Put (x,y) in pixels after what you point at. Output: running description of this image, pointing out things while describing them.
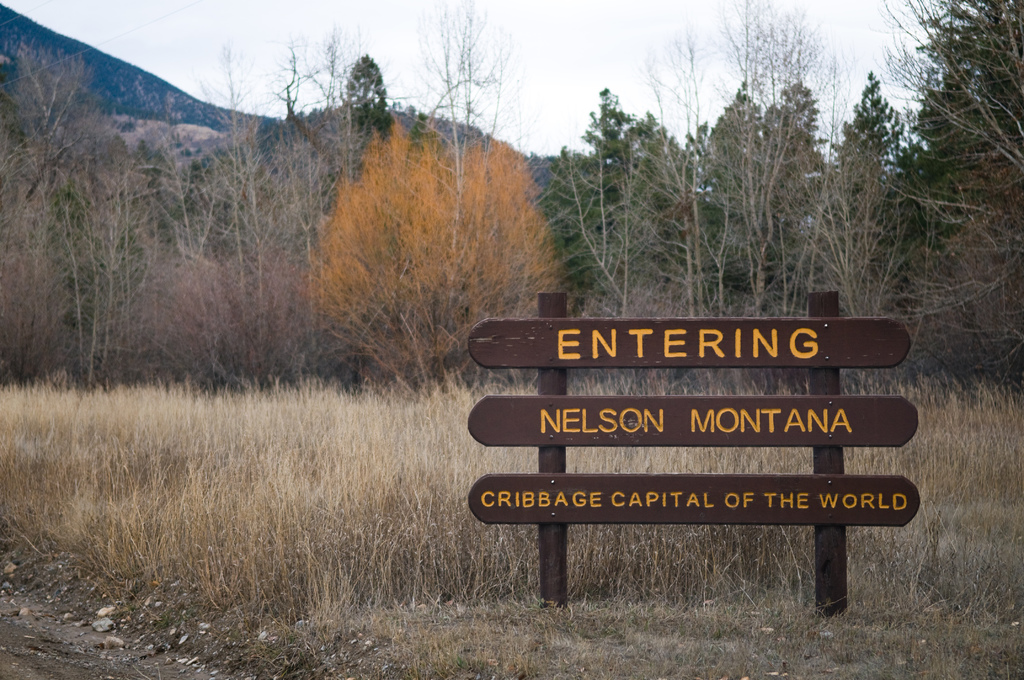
In this image I can see two poles (837,551) and on it I can see three boards (549,331). I can also see something is written on these boards (848,344). Behind the boards (672,422) I can see bushes (892,373) and in the background (367,108) I can see number of trees (720,210) and the sky (103,33).
